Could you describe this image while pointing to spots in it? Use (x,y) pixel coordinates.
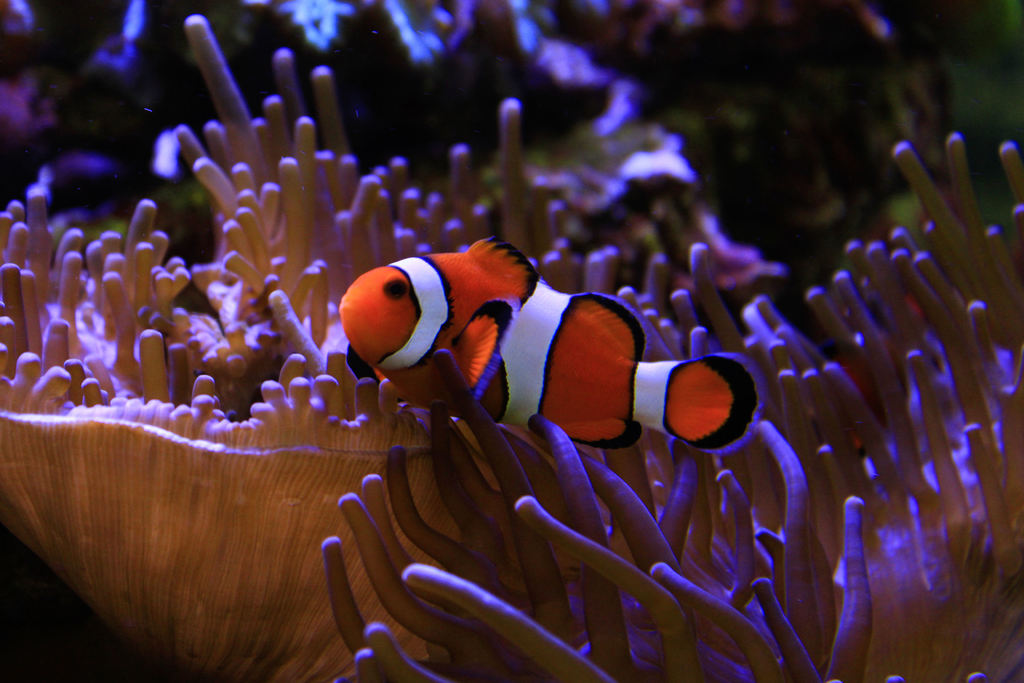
This is a real picture. In the middle of the picture (364,326) there is a fish (452,290). At the bottom of the picture (727,536) we can see sea anemones (395,205). This is a picture inside water (154,185).
